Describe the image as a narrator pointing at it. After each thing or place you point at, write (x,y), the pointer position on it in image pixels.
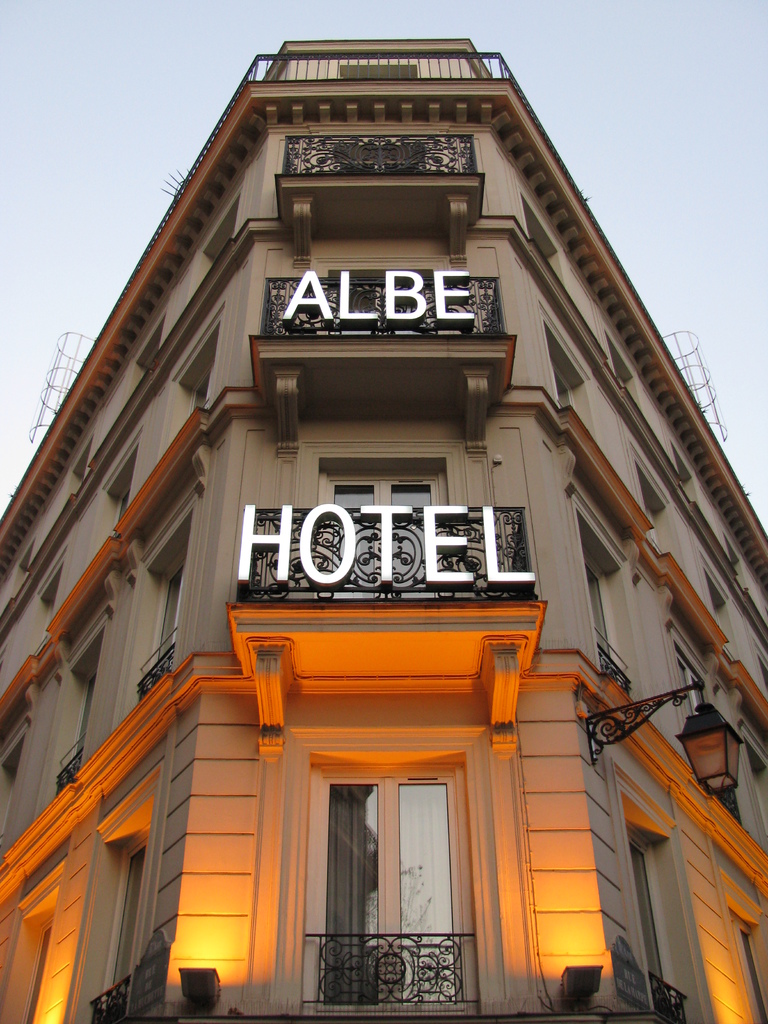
In this image I can see a building (724,939) which has a lamp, lights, windows (366,910) and fence (273,511). ''Albe hotel' is written on it.
